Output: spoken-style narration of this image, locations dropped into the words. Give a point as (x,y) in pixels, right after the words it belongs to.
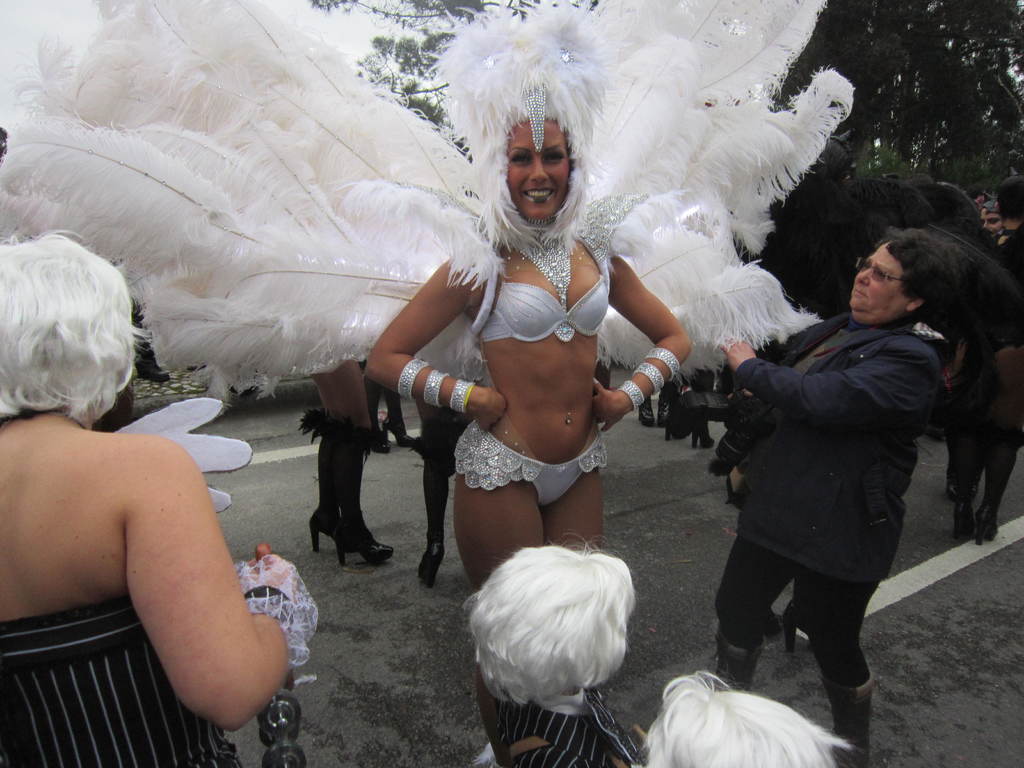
In this picture we can see a group of people (97,536) standing on the road (946,579) where a woman (505,487) wore a fancy dress (577,179) and smiling and in the background (468,13) we can see trees (978,120), sky (347,25).
